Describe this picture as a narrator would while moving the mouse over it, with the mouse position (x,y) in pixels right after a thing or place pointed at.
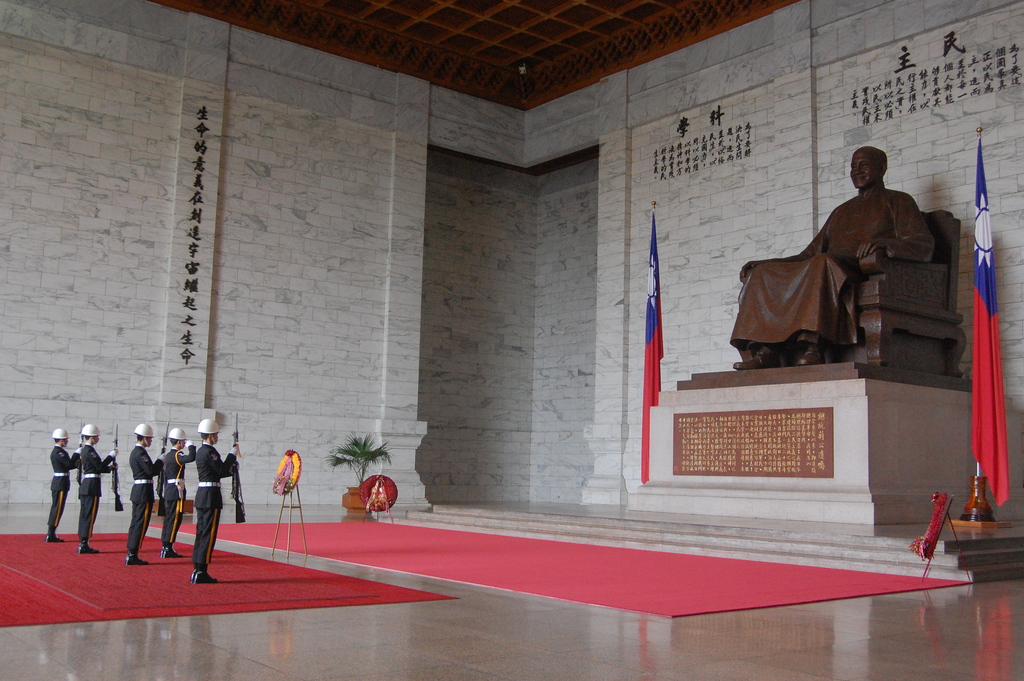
In this picture we can see a few people (215,522) are holding guns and standing on a red carpet (73,542). We can see a bouquet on a tripod (280,514). There is a flower pot (359,493). We can see a few pillars (399,482), a statue (729,373) and flags (656,310).
